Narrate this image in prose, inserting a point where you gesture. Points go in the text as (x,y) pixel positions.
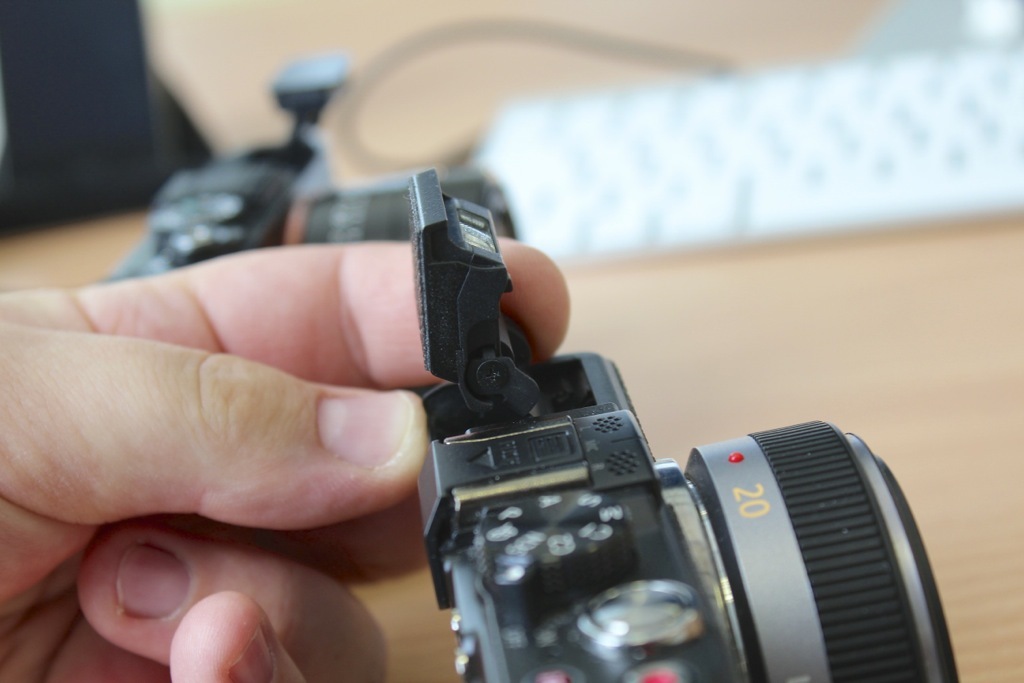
In the image on the left side (102,376) there is a hand (113,382) of a person (250,291). In front of the hand (329,477) there is a camera (831,471). Behind the hand (404,394) there is another camera (251,217) and there is a blur background (1002,33).
